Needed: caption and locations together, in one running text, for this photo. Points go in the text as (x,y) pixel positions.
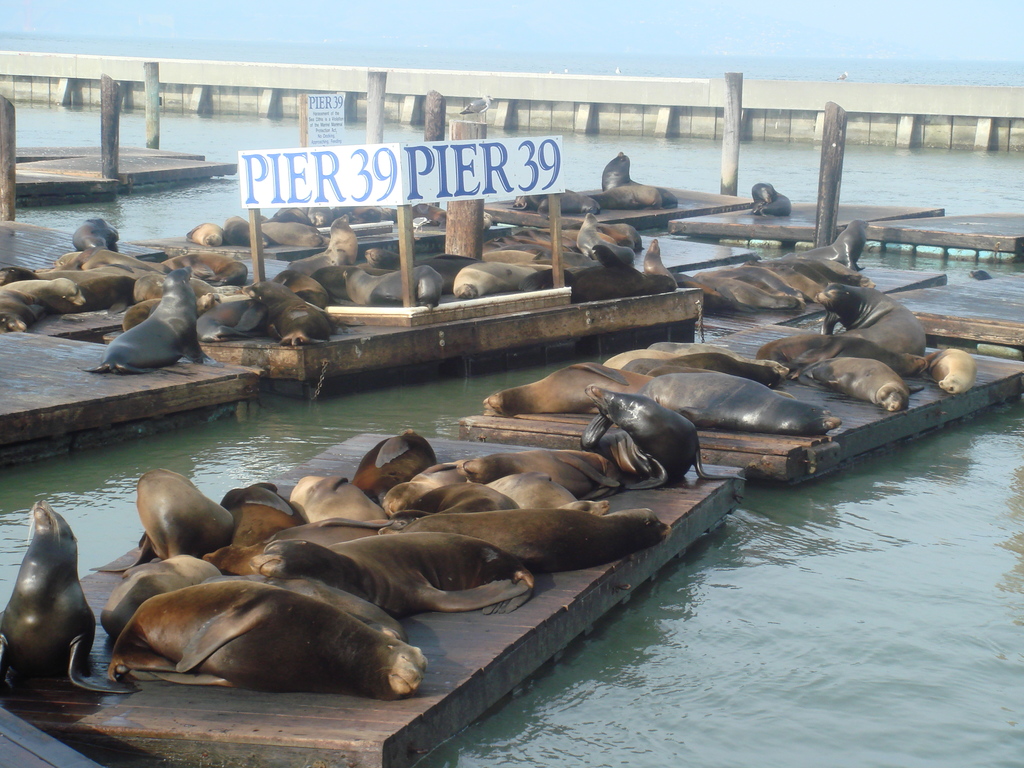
In this image there are wooden planks (471,622) on the water surface (578,657), on that wooden planks (298,258) there are seals (671,386) and there is a board (480,189) on that board (409,193) there is some text (337,167), in the background (953,102) there is a wall (362,110), in the middle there are wooden poles (6,190).
